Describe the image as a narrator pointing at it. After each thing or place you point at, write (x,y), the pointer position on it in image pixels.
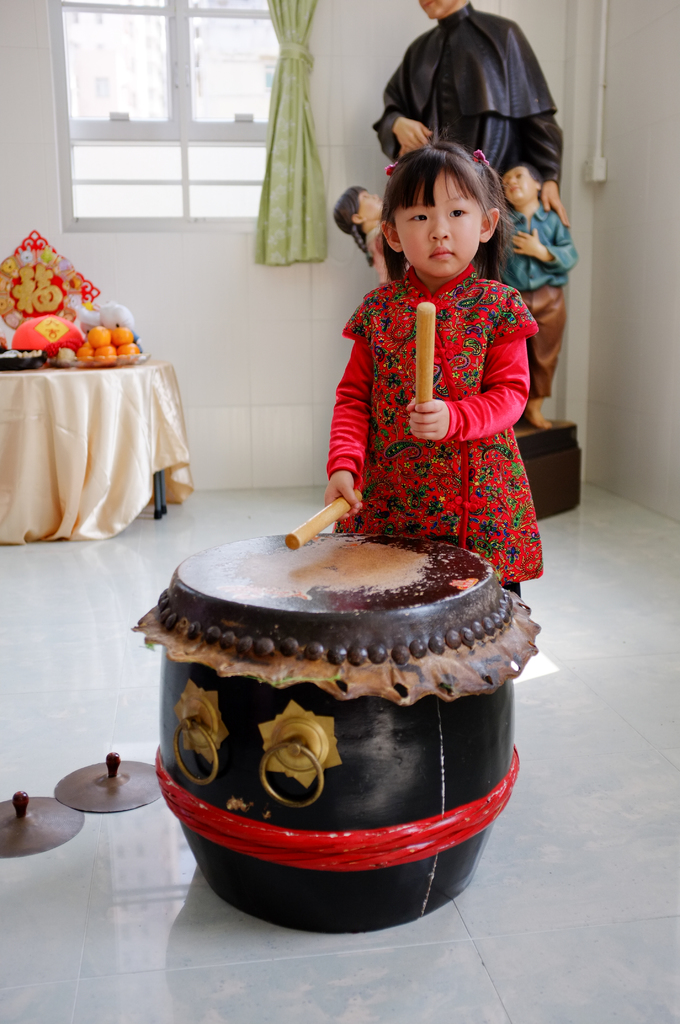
There is a baby girl (471,518) holding drum sticks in her hand (447,427) and she is playing a drum (244,871). In the background (422,103) there is a statue (505,119). This is a window (192,199). This is a table (132,403) where a bowl (130,358) of fruits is kept on it.
